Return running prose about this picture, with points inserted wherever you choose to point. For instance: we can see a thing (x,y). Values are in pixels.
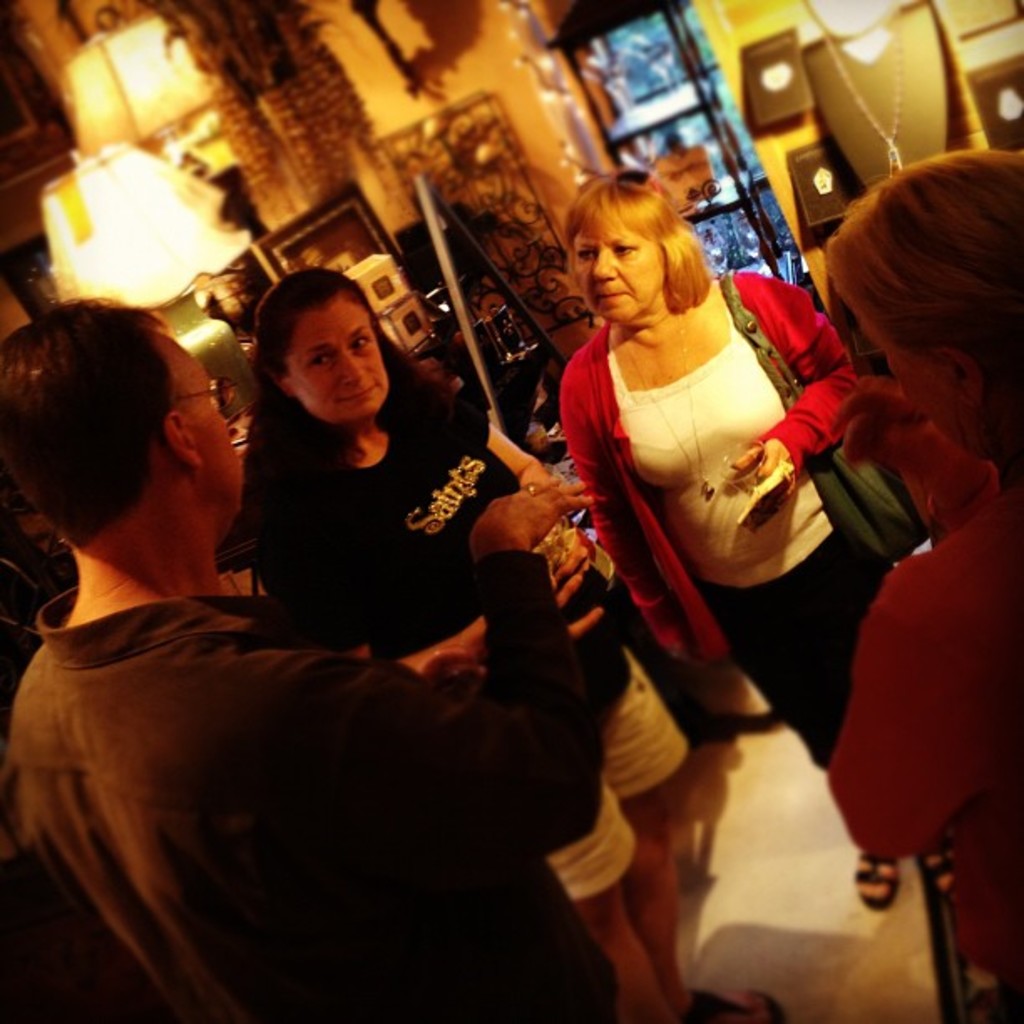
In this image we can see three women (646,413) and one man (358,746) is standing. One woman (646,476) is wearing white top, the other one is wearing black t-shirt (408,527). The man (321,751) is wearing shirt (231,777). Background of the image (860,109) some jewelry pieces (770,79) and so many things (246,163) are present.
